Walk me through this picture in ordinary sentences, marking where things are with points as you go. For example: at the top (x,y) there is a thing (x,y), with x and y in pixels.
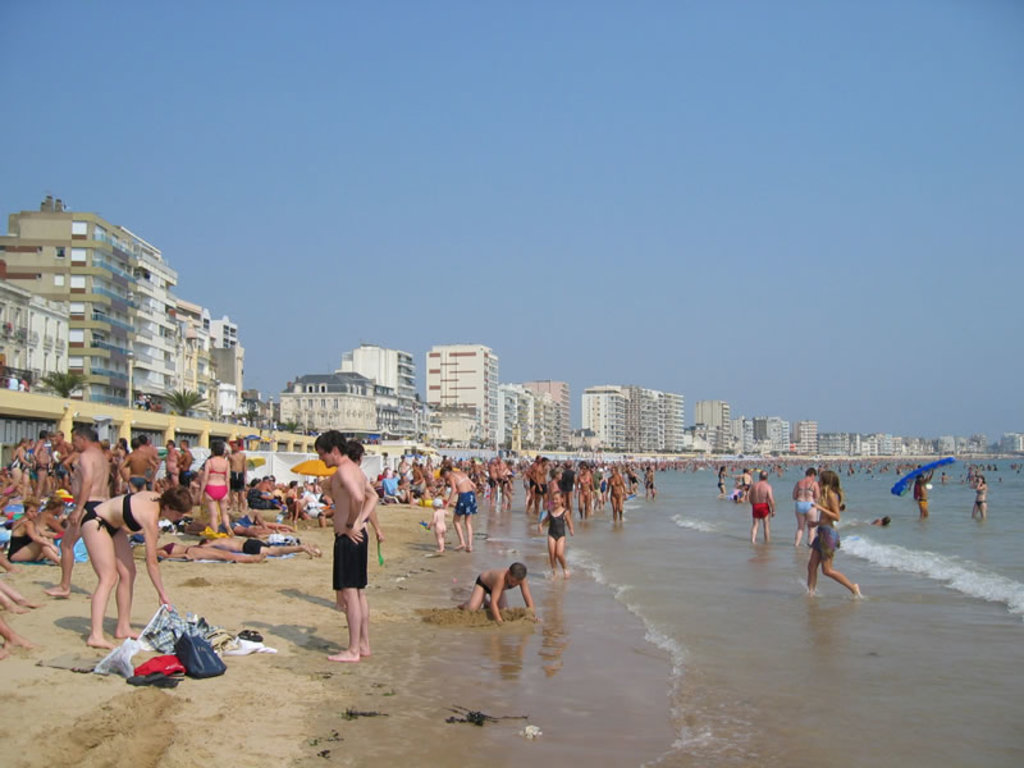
In the picture I can see a sea shore (332,575), in which we can see people (393,494) are on the sand (498,542) and some people (765,496) are playing in the water (800,571), around we can see buildings (668,394), trees (65,392).
